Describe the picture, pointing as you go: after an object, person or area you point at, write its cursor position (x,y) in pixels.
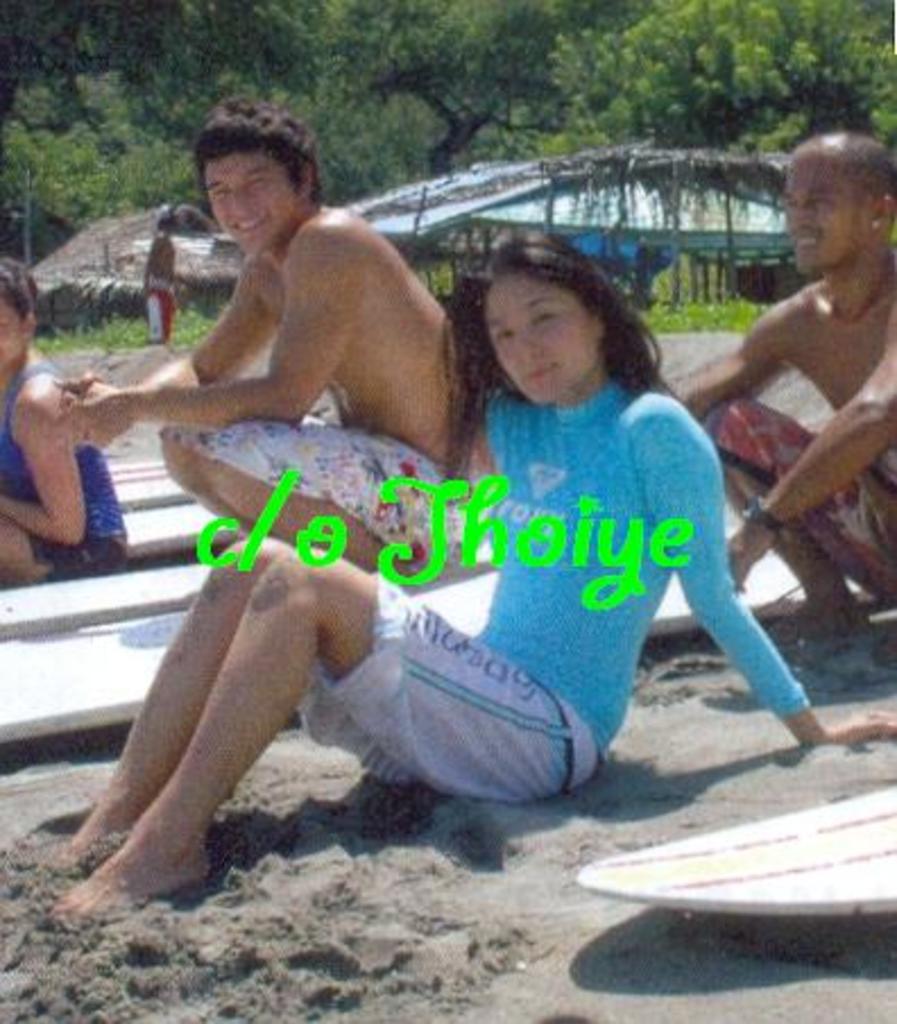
This is blur image, in this picture there are people (833,622) and we can see surfboards (158,532), sand (497,804) and text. In the background of the image (208,327) we can see sheds (121,280), plants (189,158) and trees (181,173).
